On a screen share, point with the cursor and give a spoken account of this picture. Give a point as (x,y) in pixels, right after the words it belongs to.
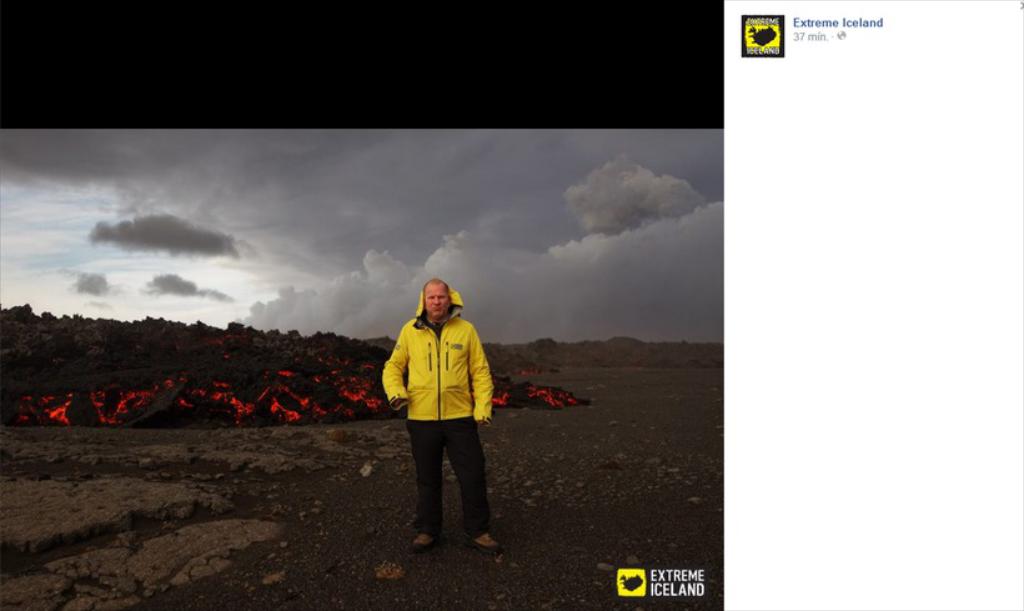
This is an edited image. In this image we can see a man (486,424) standing on the ground (526,590). We can also see some stones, the mountain (358,412) with lava (321,401), the hills (618,343) and the sky (501,254) which looks cloudy. On the right side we can see a logo (626,573) and some text (664,575).
